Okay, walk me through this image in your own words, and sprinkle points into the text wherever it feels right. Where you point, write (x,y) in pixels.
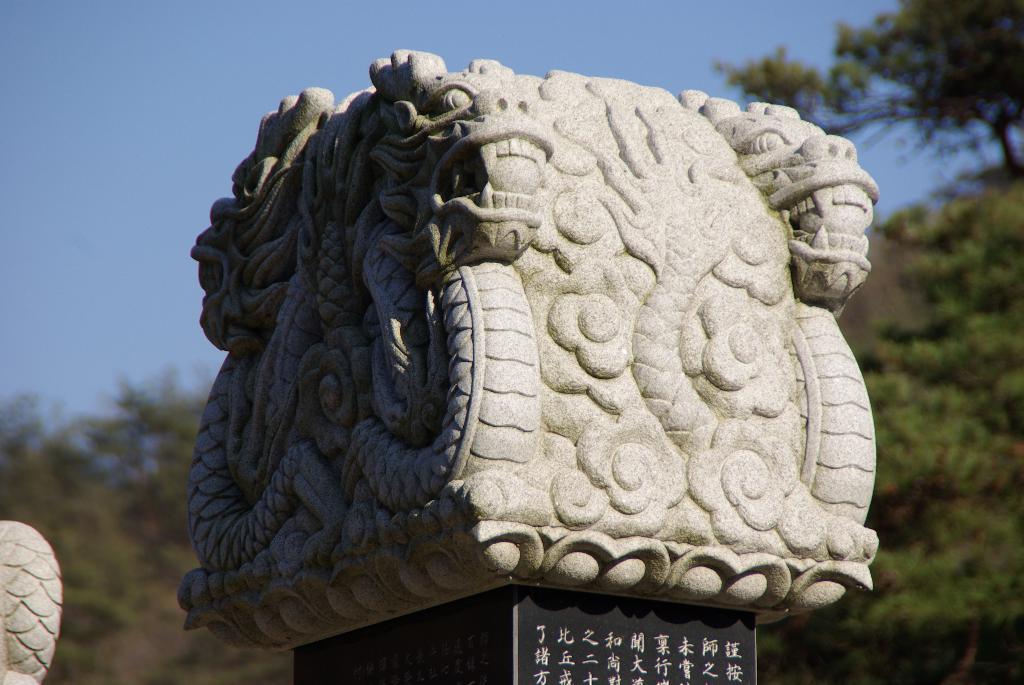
In this picture we can see a carving stone (468,316), in the background (919,91) we can find trees (907,305).
